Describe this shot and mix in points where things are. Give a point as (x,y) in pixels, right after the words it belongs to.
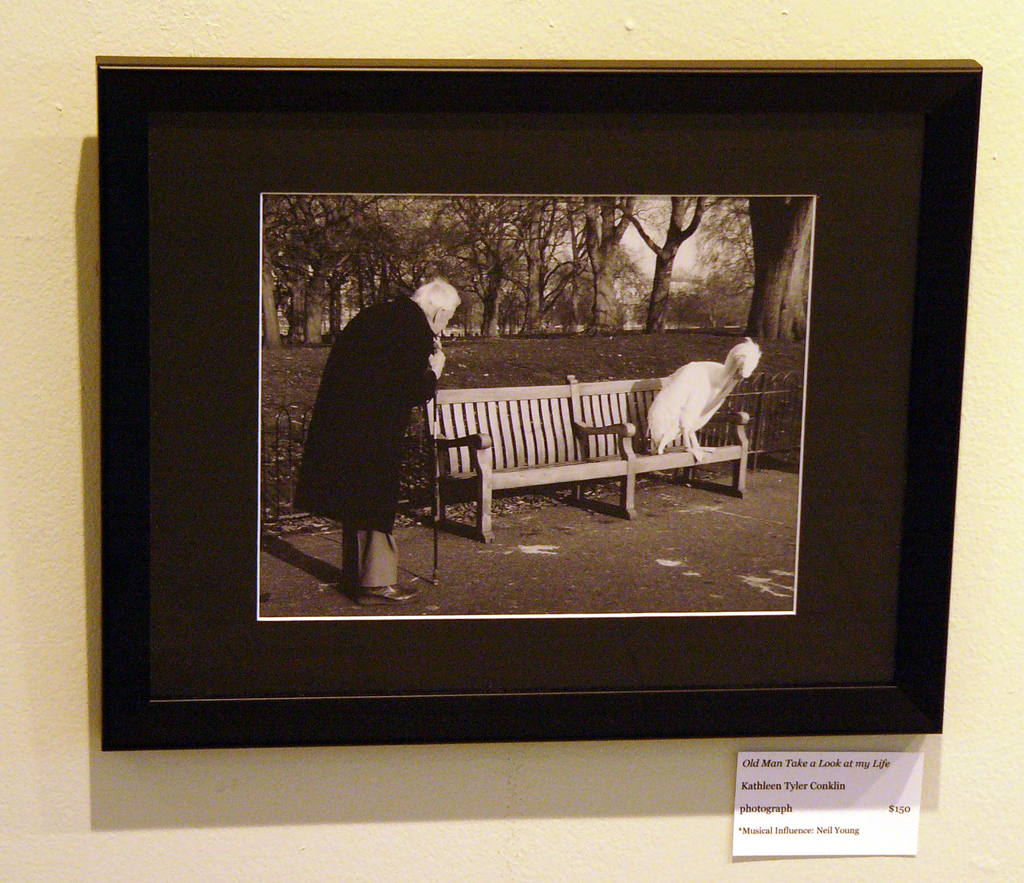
This is a photo frame (344,92) on the wall (443,49). In the photo there is an old man (395,510) holding stick (433,499) in his hand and a chair (530,445) on which there is an animal (694,391). In the background (445,254) there are many trees (625,275). At the bottom (812,806) there is a tag (790,821).
